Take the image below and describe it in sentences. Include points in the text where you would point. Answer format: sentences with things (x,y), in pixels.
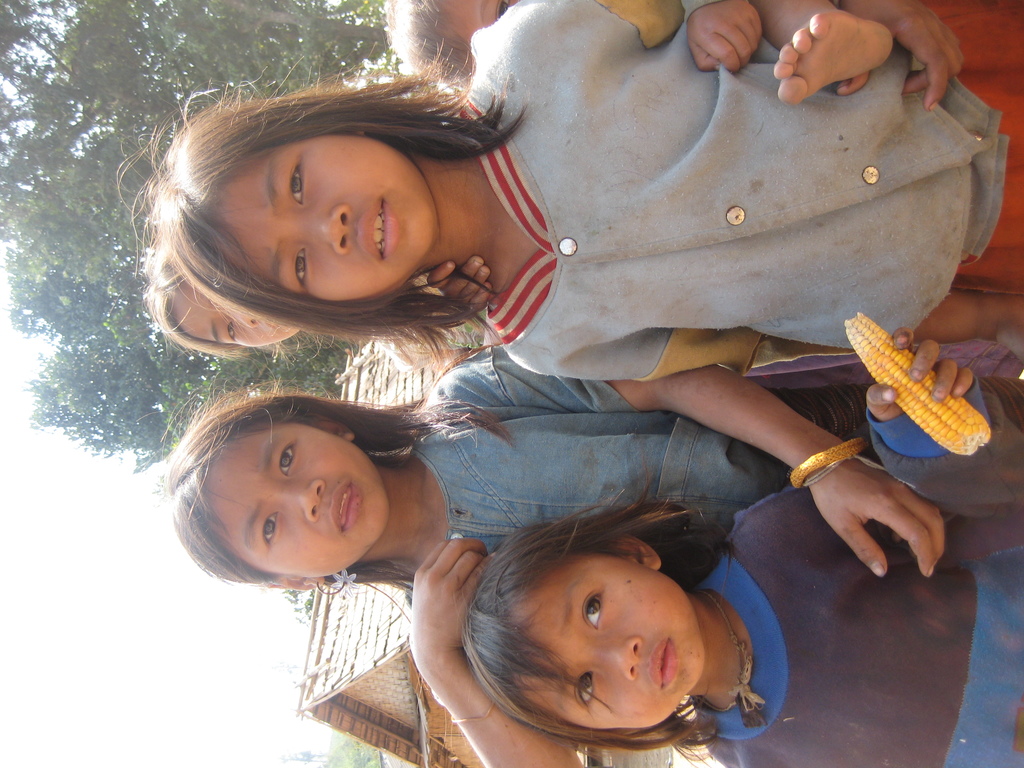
In this picture we can see group of people (627,357), and we can see a girl (791,608) is holding corn (946,434), in the background (370,367) we can find a hut (338,618) and few trees (141,346).
